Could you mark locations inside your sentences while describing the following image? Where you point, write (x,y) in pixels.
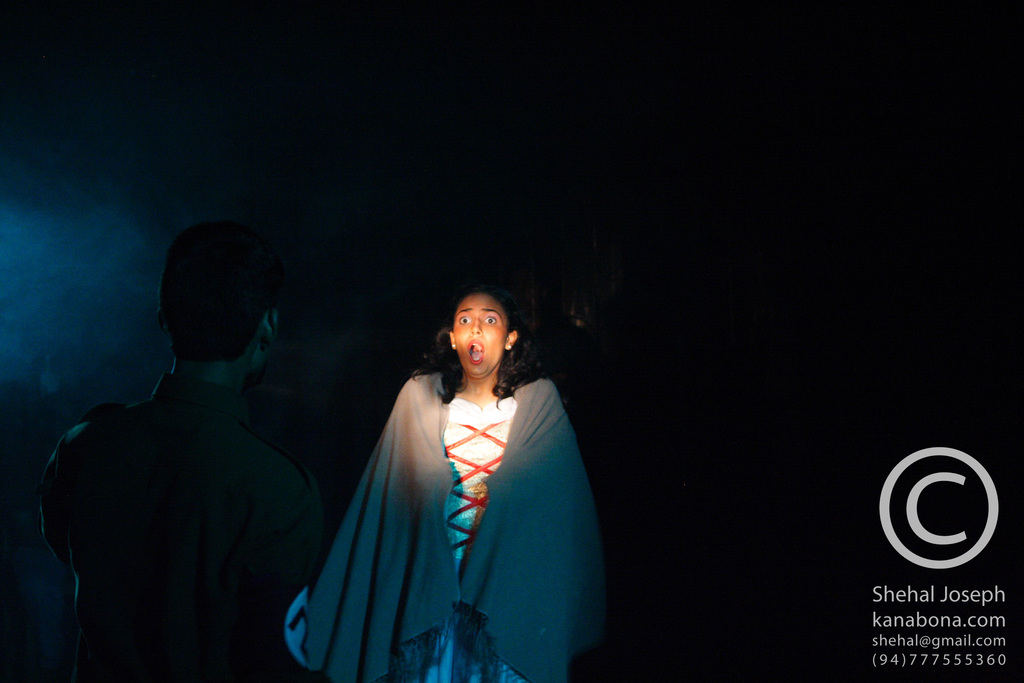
In the image I can see one girl (565,427) is standing. On the right side of the image (987,660) I can see some written text (983,644).
